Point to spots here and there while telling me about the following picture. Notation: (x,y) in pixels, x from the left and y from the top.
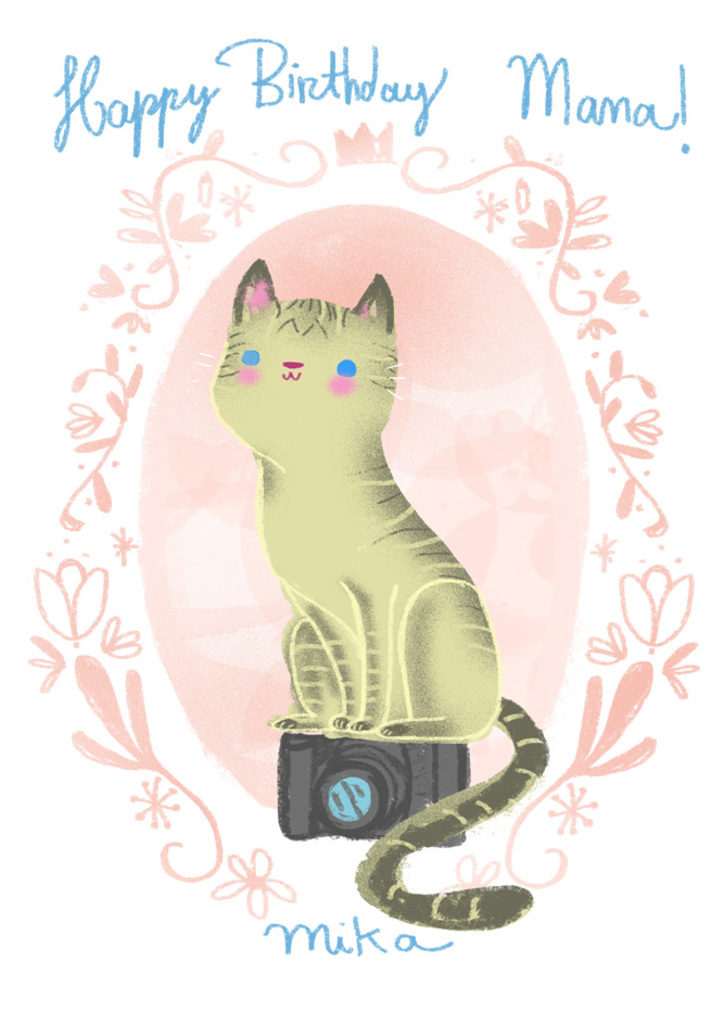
This is an edited image. In the center (296,551) we can see the picture of a cat (351,466) sitting on the camera (316,778) and we can see the drawing (640,636) of flowers (656,618) and some other objects (524,236) and we can see the text (630,112) on the image.
